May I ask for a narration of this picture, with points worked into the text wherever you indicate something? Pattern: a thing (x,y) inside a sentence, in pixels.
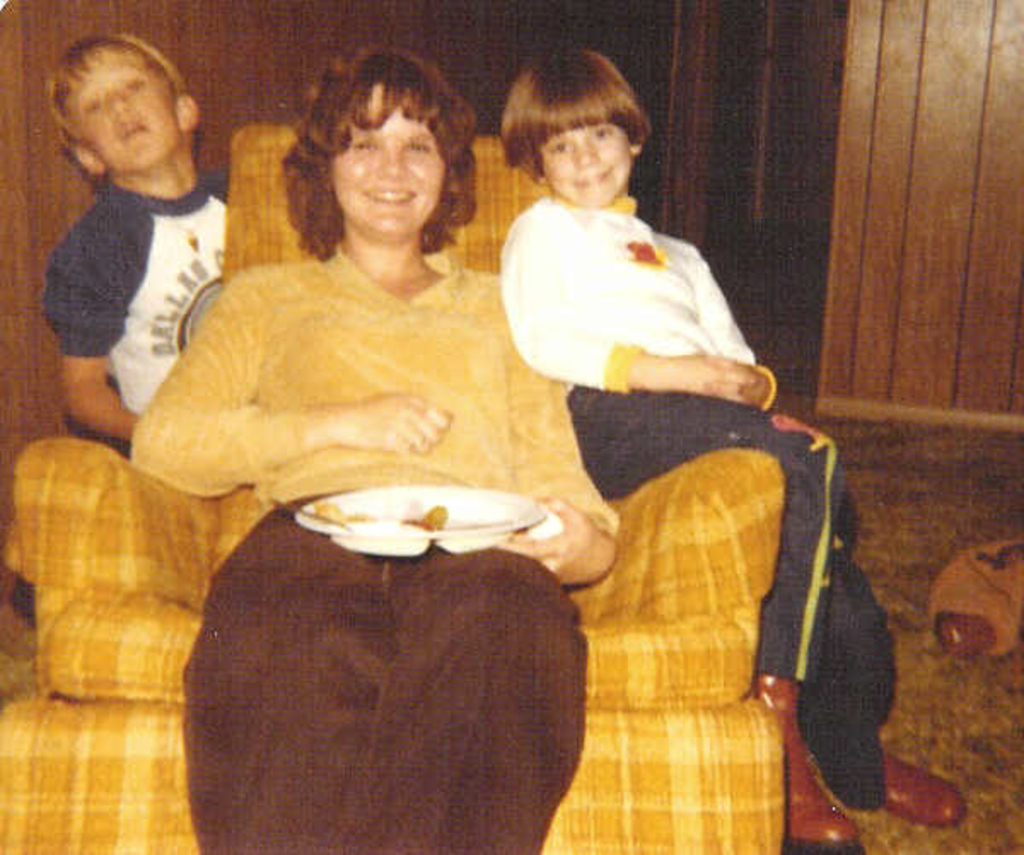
In this picture we can see a woman (265,347) wearing yellow top (480,370) and brown track (426,639) holding white plate (388,494) in the hand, Smiling and sitting on the sofa (633,656). Beside we can see two small kids (606,282) one sitting and smiling. In the background (889,17) we can see wooden panel wall (869,17).
